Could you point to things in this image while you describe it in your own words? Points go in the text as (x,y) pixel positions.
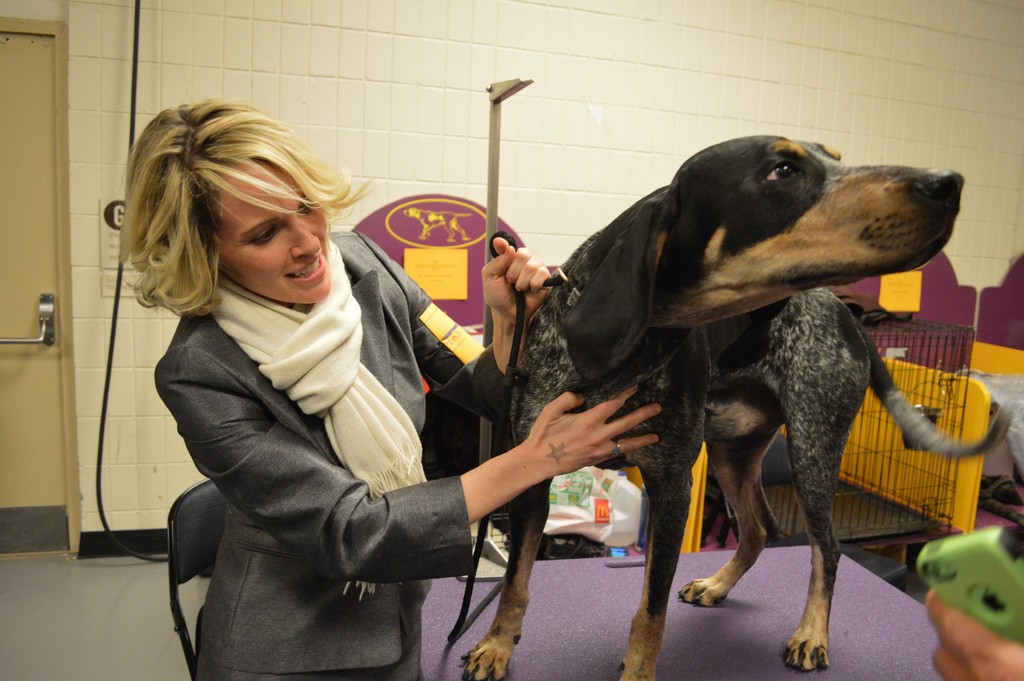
This is the picture of inside the room (764,63). There is a person (265,277) standing and holding the dog (858,236). There is a dog (705,424) on the table (863,635). At the left side of the image (24,111) there is a door (10,425).
